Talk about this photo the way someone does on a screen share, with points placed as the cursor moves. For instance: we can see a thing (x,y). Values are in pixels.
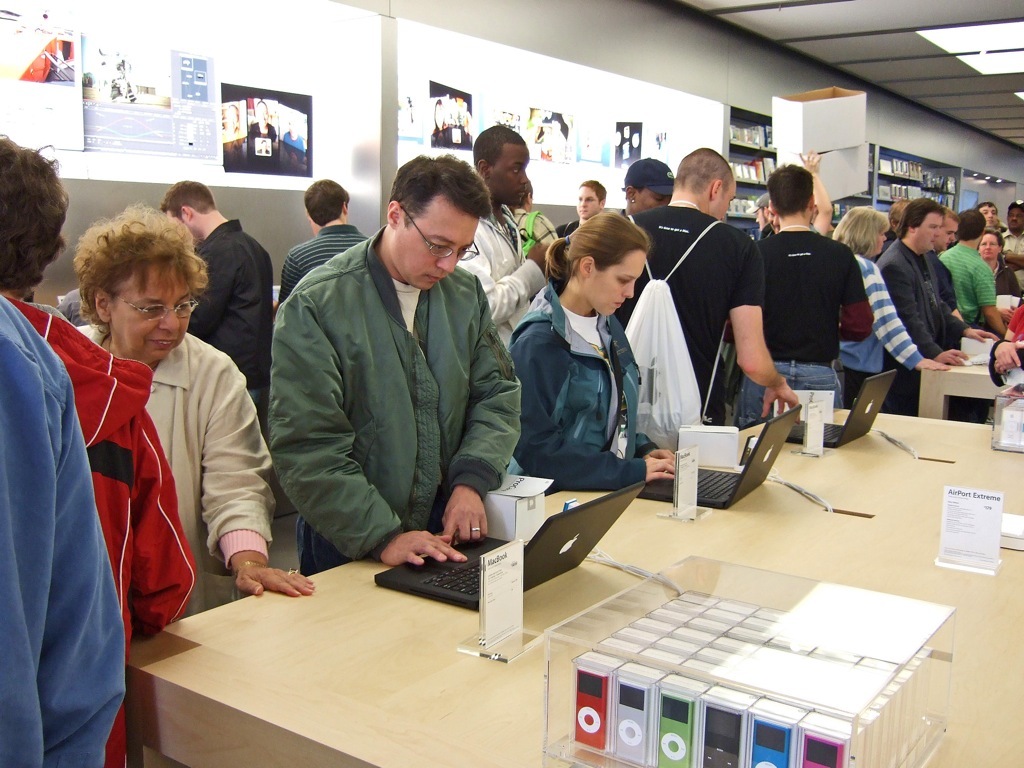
At the top (880,41) we can see the ceiling (858,10) and the lights (1007,33). On the left side of the picture (135,78) we can see the posters (50,110) on the wall (711,120), few objects (928,182) arranged in the racks (904,175), light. In this picture we can see the white boxes (842,103), people (858,208) standing and on the tables (944,380) we can see the laptops (663,497), boxes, notice boards (986,539) and few gadgets (652,621).
